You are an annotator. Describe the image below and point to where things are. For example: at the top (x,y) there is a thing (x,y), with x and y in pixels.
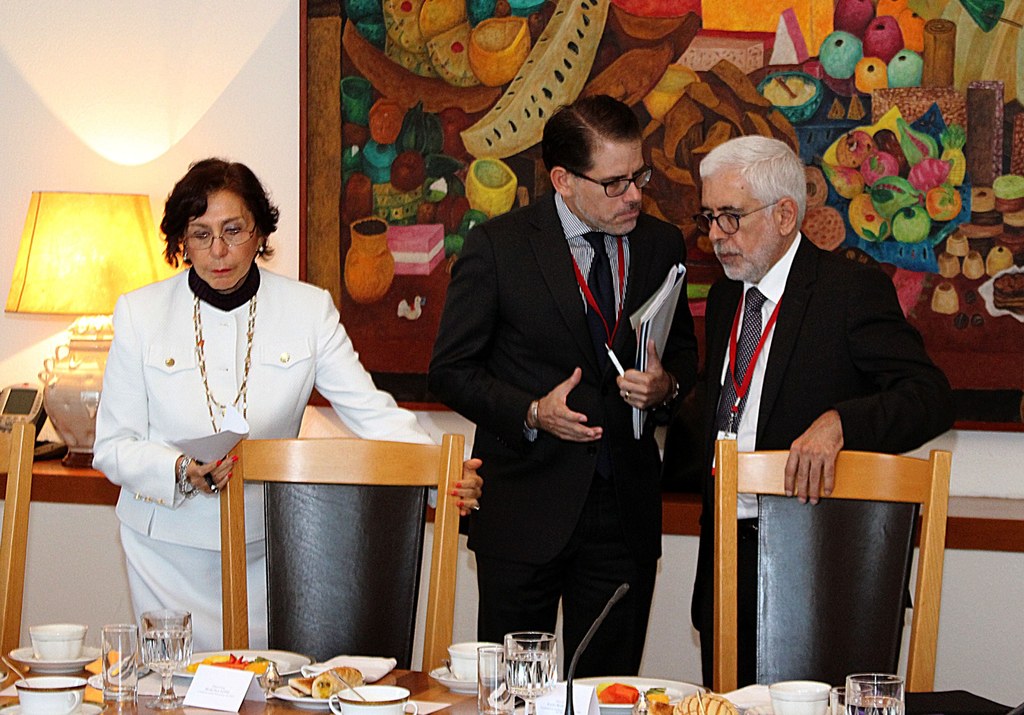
On the background (282,87) we can see a wall (272,59) and a photo frame (694,95) and a table lamp (82,220). Here we can see three persons (606,336) standing in front of a chairs (852,525) and table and on the table (517,682) we can see water glasses (530,667), cups (57,653) and saucers (19,653) and a plate (632,684) of food (616,695), board (242,691). We can see this man (647,375) and woman (226,461) holding a pen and papers (225,453) in their hands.
